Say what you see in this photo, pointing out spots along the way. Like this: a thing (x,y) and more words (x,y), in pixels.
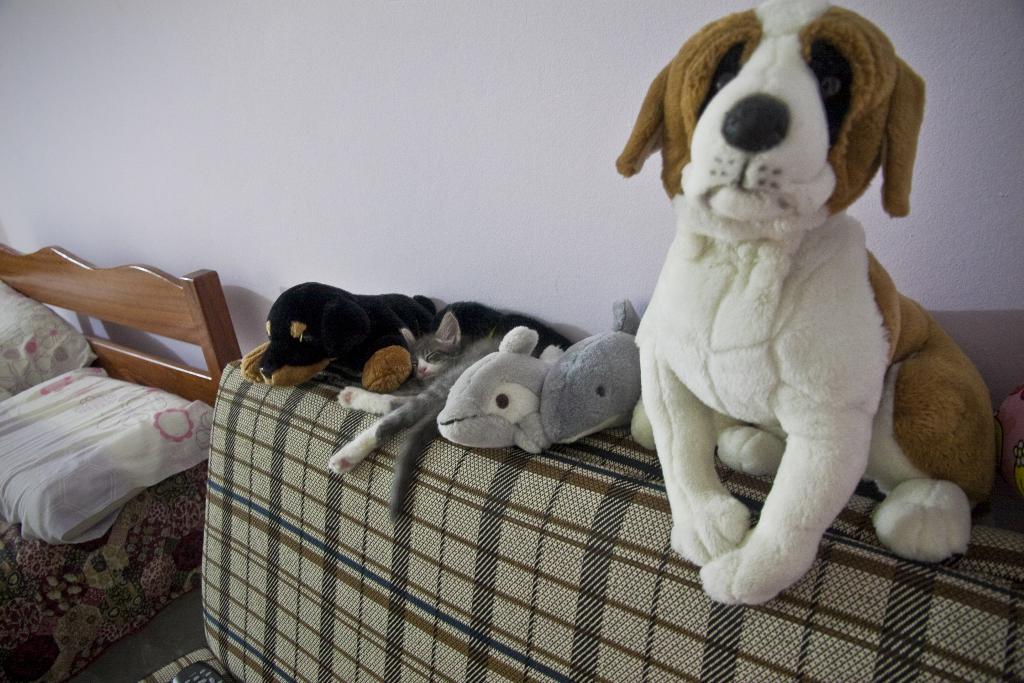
This is the picture of a sofa (613,524) on which there are some toys (670,295) placed on it.
